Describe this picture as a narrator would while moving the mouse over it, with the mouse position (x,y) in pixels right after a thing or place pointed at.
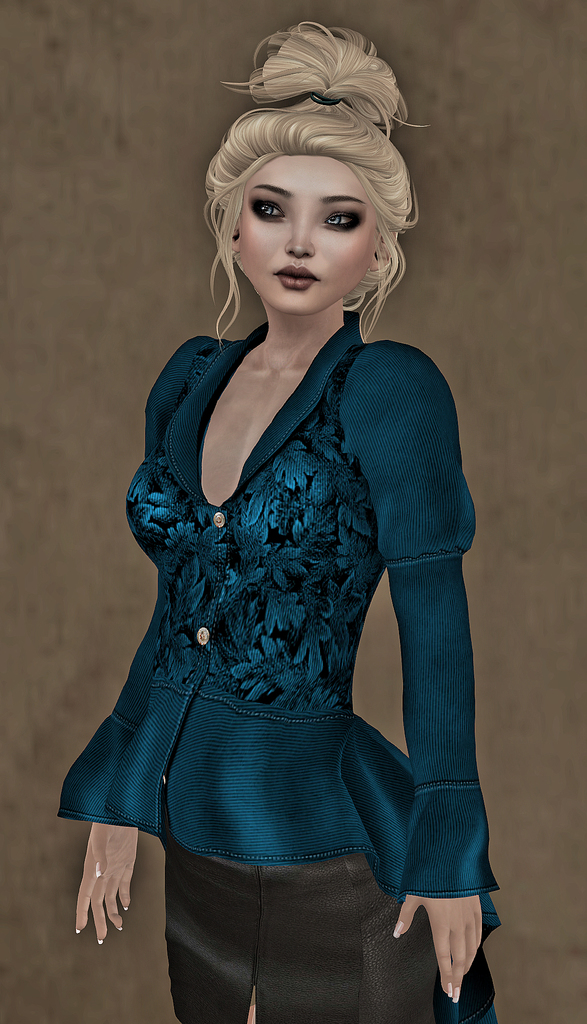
This is an animated image. We can see a lady (330,622) and the background (543,318).
